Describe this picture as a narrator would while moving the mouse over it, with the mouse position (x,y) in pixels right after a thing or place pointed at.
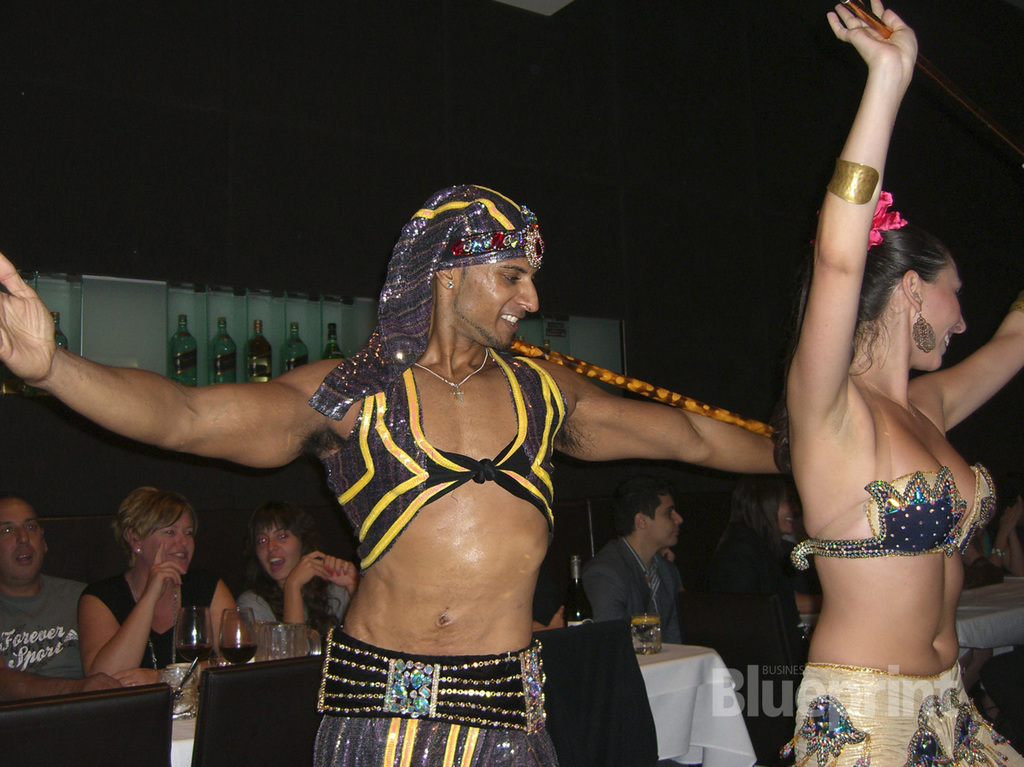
In this image, in the middle (352,487) there is a man (412,601) and a woman (967,364), they are dancing. In the background (245,605) there are people (44,583), table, glasses (224,644), chairs (209,679), cloth (688,686), bottles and a text (779,714).
